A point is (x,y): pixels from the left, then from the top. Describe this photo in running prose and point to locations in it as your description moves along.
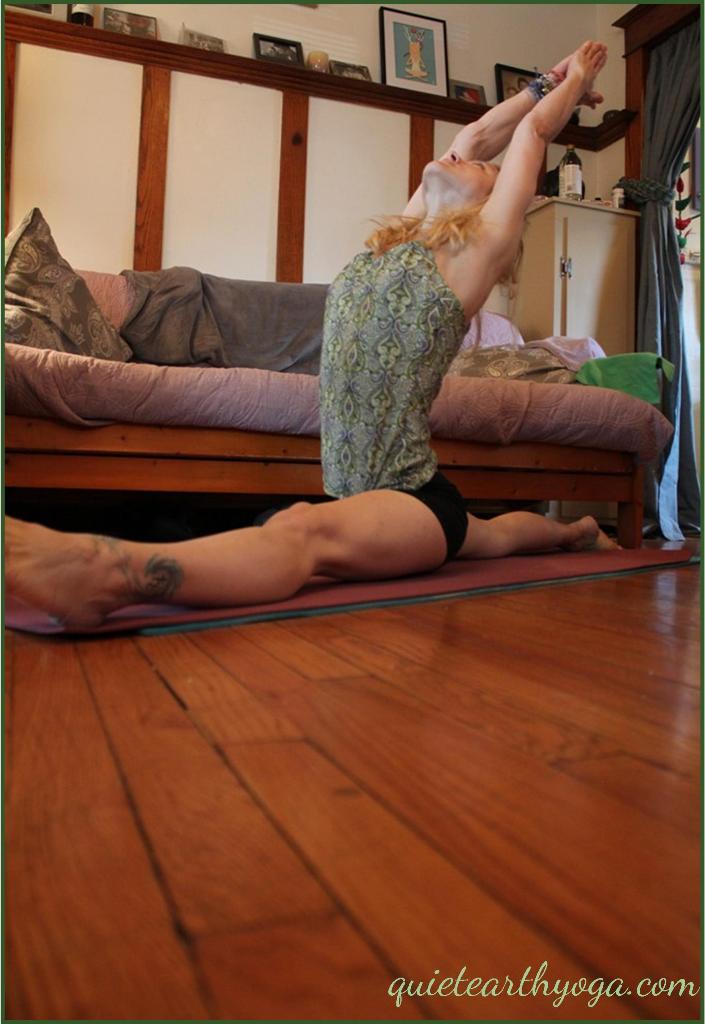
To the bottom of the image (257,782) there is a floor (620,596) with a mat (640,560). On the mat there is a lady (467,307) doing exercise. Behind her there is a sofa (251,381) with pillows (38,272) and cloth (577,338) on it. In the background (50,28) there is a cupboard (54,46) with few items (139,32) on it. And to the right side (654,75) there is a curtain (652,81). Beside the curtains (645,165) there is a cupboard (589,204) with few items (573,178) on it.
